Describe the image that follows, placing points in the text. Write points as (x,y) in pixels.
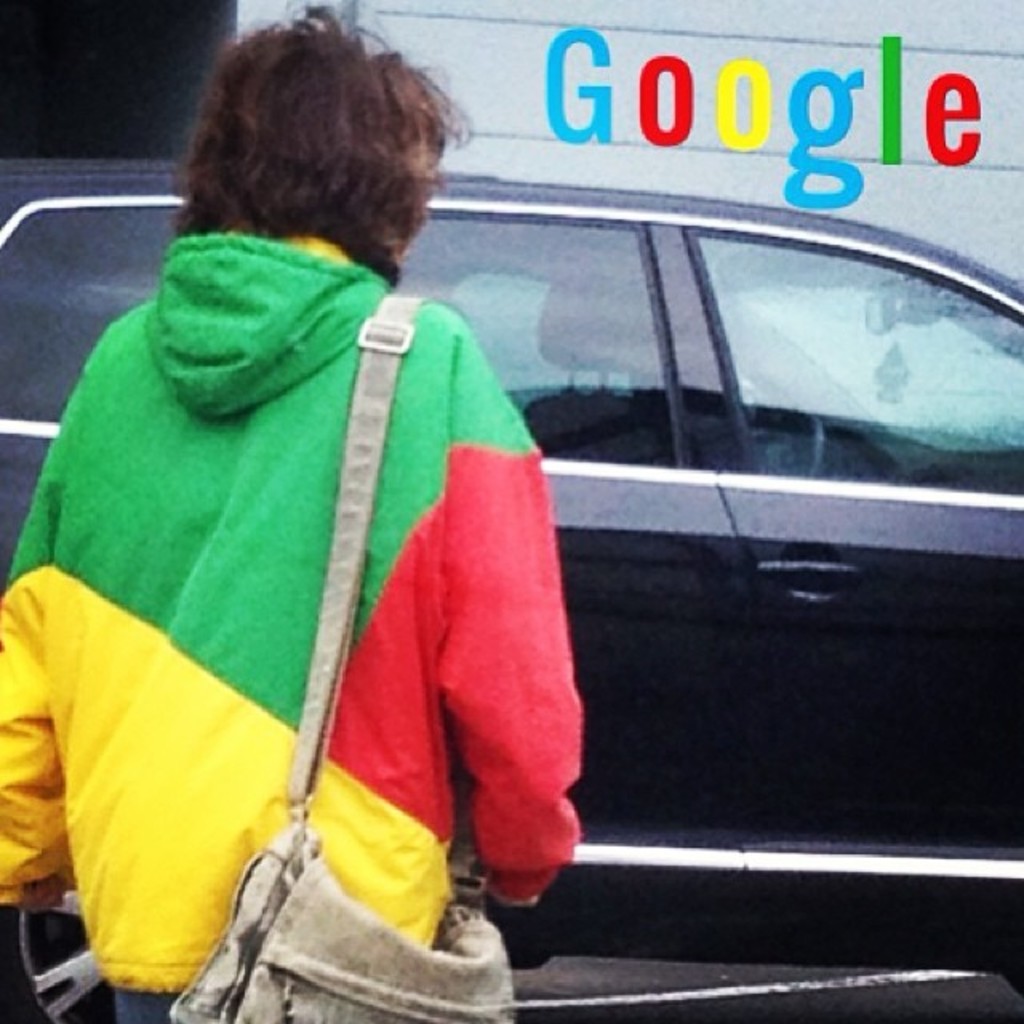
In this picture we can see a girl (393,535) wearing colorful green, yellow and red color jacket (350,762) with bag (331,956). Behind there is a black color car (622,792). On the top right corner (961,157) there is a google water mark (844,153).
